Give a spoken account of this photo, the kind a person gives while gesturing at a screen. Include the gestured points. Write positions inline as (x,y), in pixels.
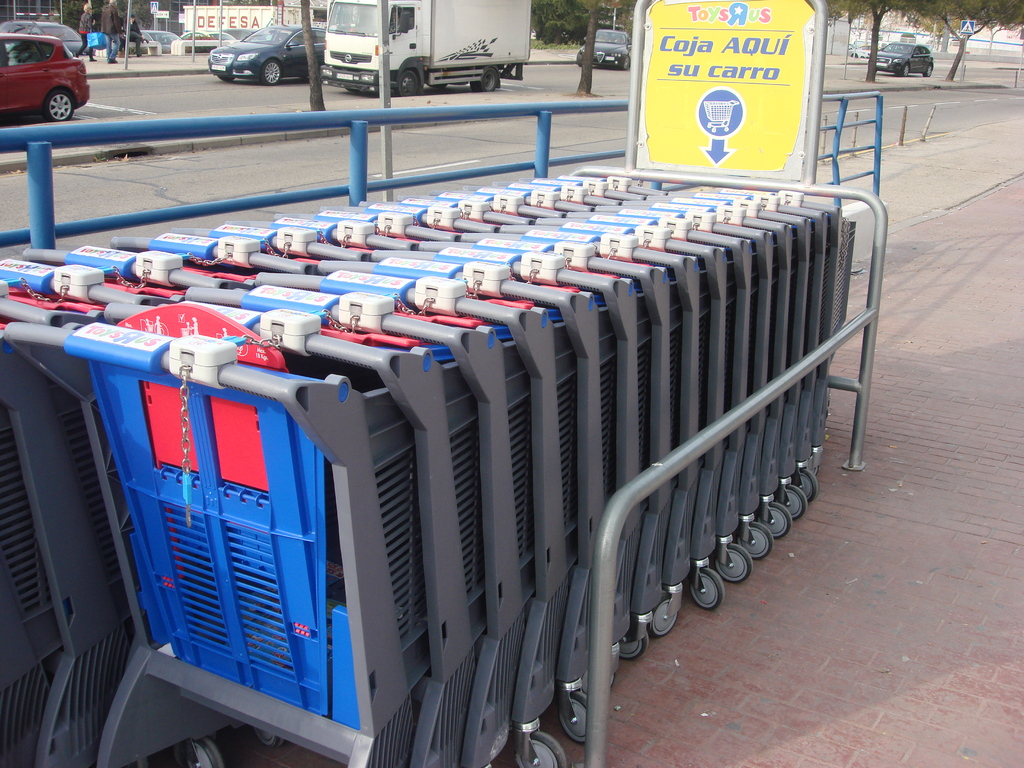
In this image in the center (559,297) there are some trolleys (541,541), boards (726,71), railing (879,279). And in the background (891,63) there are some trees (620,0), vehicles (64,60) and some persons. At the bottom (910,543) there is road (922,299).
